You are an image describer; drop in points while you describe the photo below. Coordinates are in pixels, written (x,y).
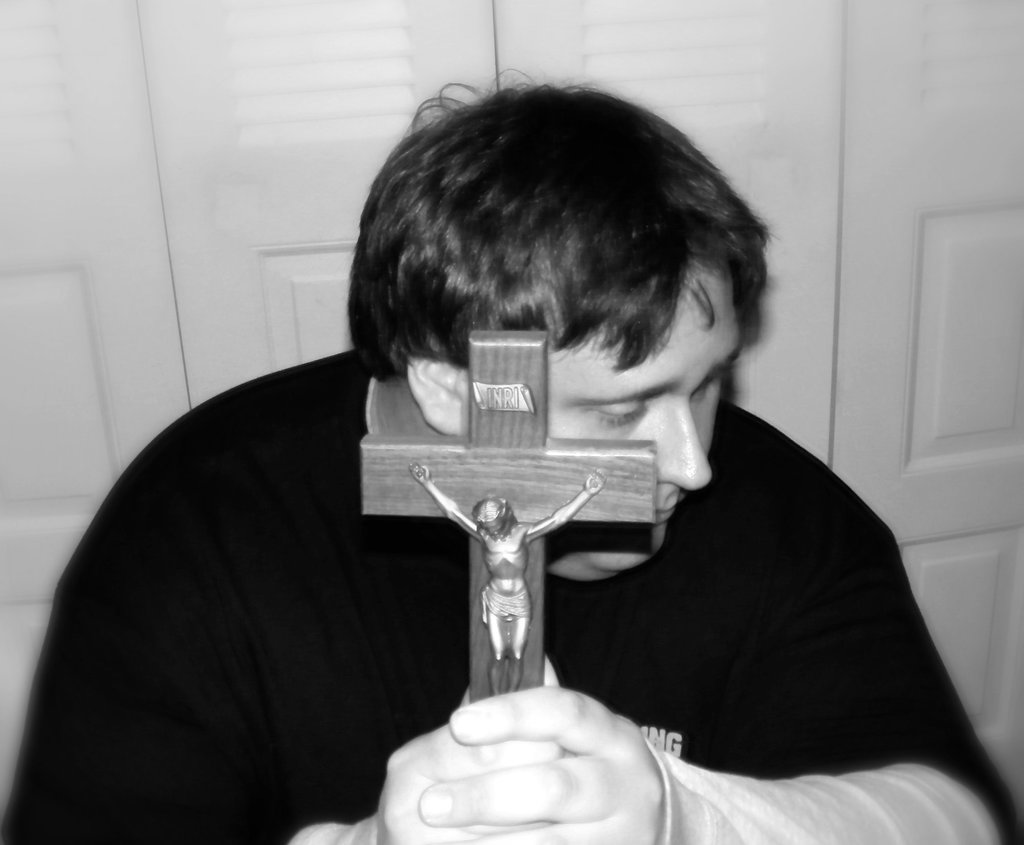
In this image I can see a person (456,570) is holding the cross symbol (558,484) and I can see a statue (506,572) on it. The image is in black and white.
